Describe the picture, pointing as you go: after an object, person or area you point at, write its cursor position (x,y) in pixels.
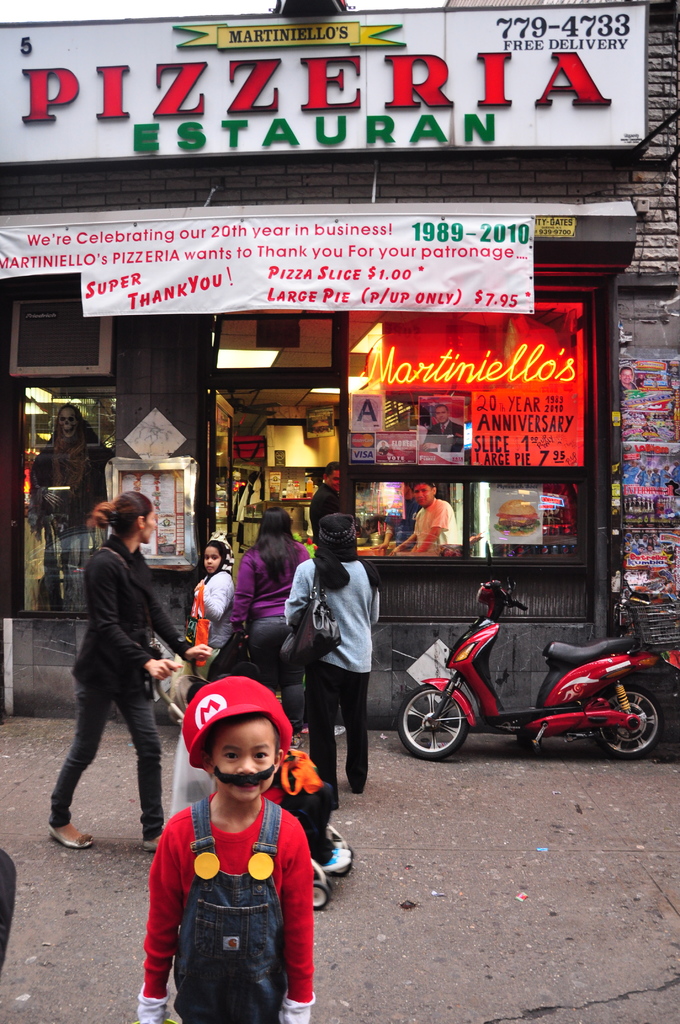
In the center of the image (273,519) we can see three people (347,661) are standing and wearing the bags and a lady (195,646) is walking on the road (168,741) and holding a trolley (192,668). At the bottom of the image (267,876) we can see the road (491,812) and a boy (291,864) is standing and wearing a costume (227,931). In the background of the image (35,654) we can see the store (10,610), boards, banner (318,299), lights (483,360), wall (382,607), mannequin (74,581), two people (421,542) and motorcycle (622,677). At the top of the image (125,12) we can see the sky (218,7).
